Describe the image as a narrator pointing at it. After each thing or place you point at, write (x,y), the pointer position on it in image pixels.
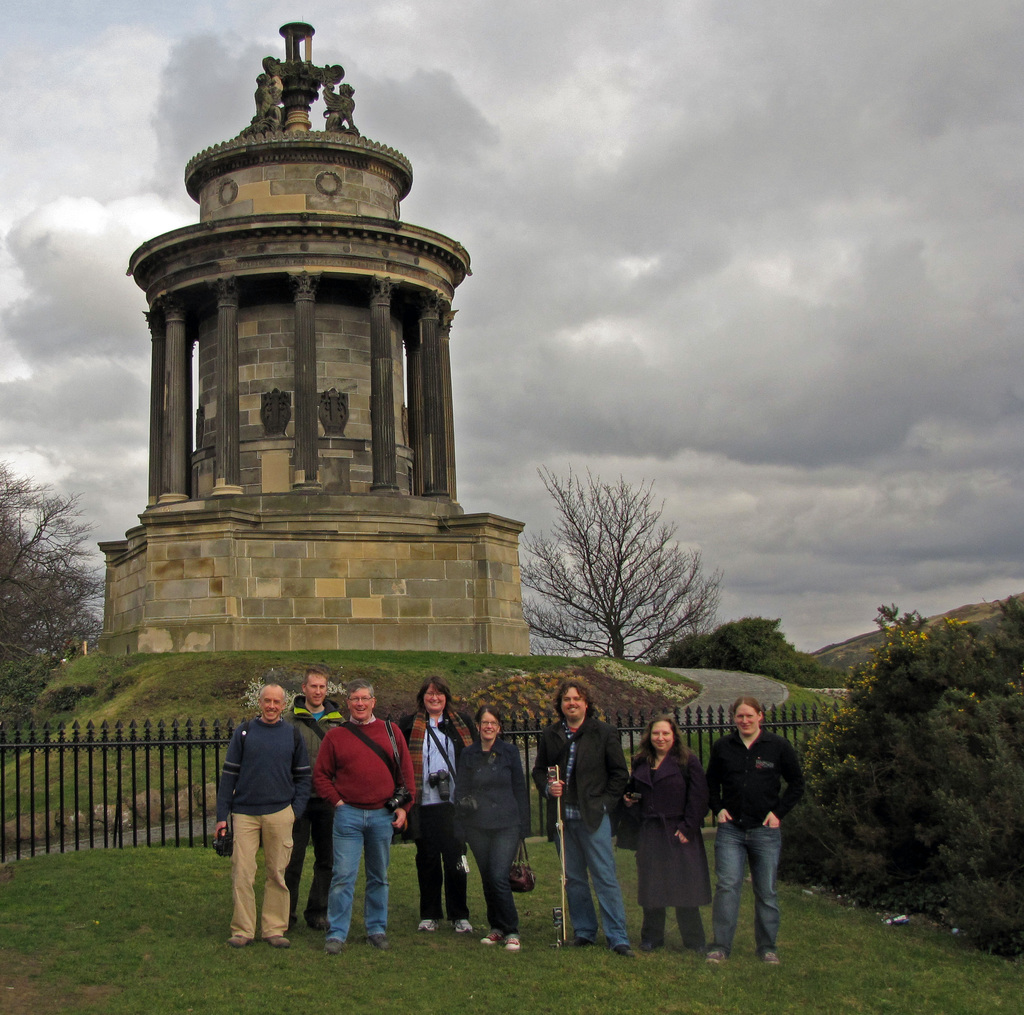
In this picture there is burns monument (351,149) on the left side of the image (208,243) and there are people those who are standing at the bottom side of the image (333,717), on the grassland (151,884) and there is a boundary (514,727) behind them, there is greenery (74,665) in the image.
